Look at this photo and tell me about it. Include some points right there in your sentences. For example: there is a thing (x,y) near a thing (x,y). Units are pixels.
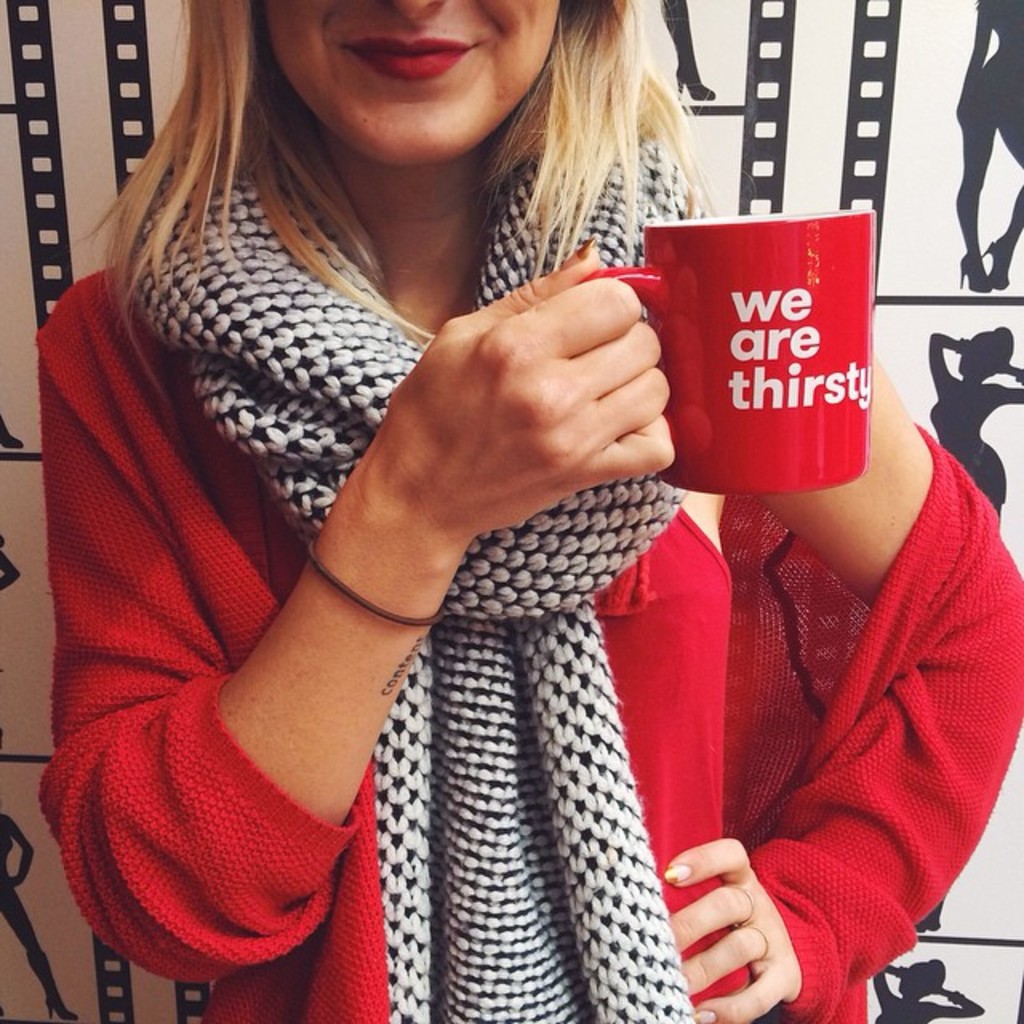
There is a woman (466,327) holding a cup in her right hand (516,419).
